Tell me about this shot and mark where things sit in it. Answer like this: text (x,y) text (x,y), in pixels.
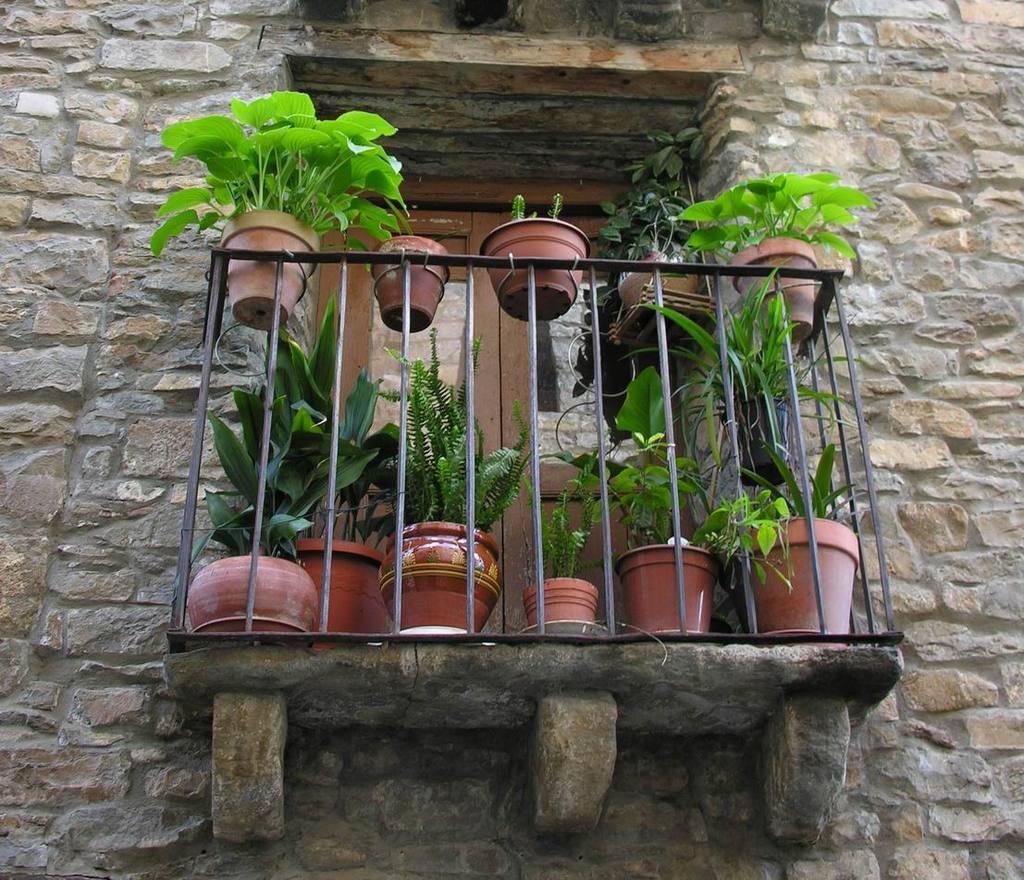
In this image I can see plants (453,447) with flower pots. There is a window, a wall (140,87) and also there are iron grilles (471,403).
